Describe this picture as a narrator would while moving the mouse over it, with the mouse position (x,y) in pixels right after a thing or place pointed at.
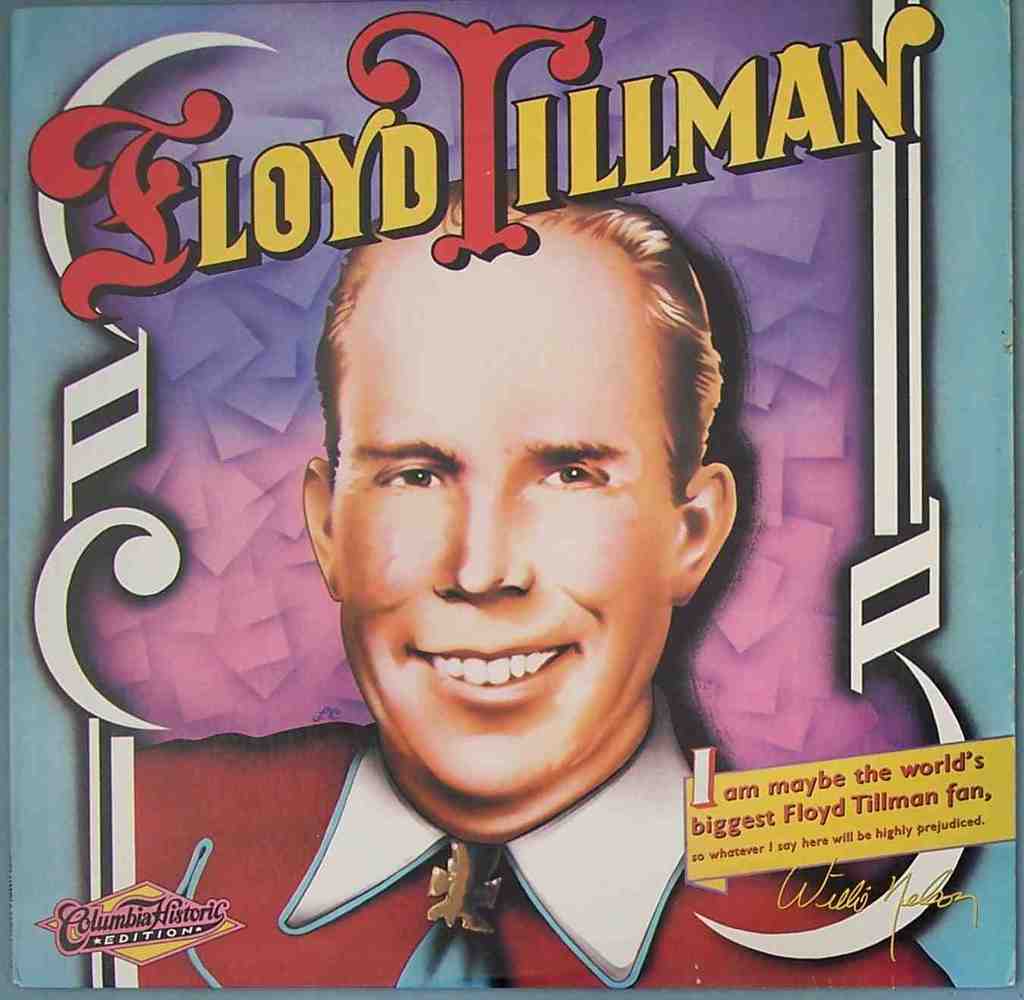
This is a man (457,776) wearing red shirt (619,947).
